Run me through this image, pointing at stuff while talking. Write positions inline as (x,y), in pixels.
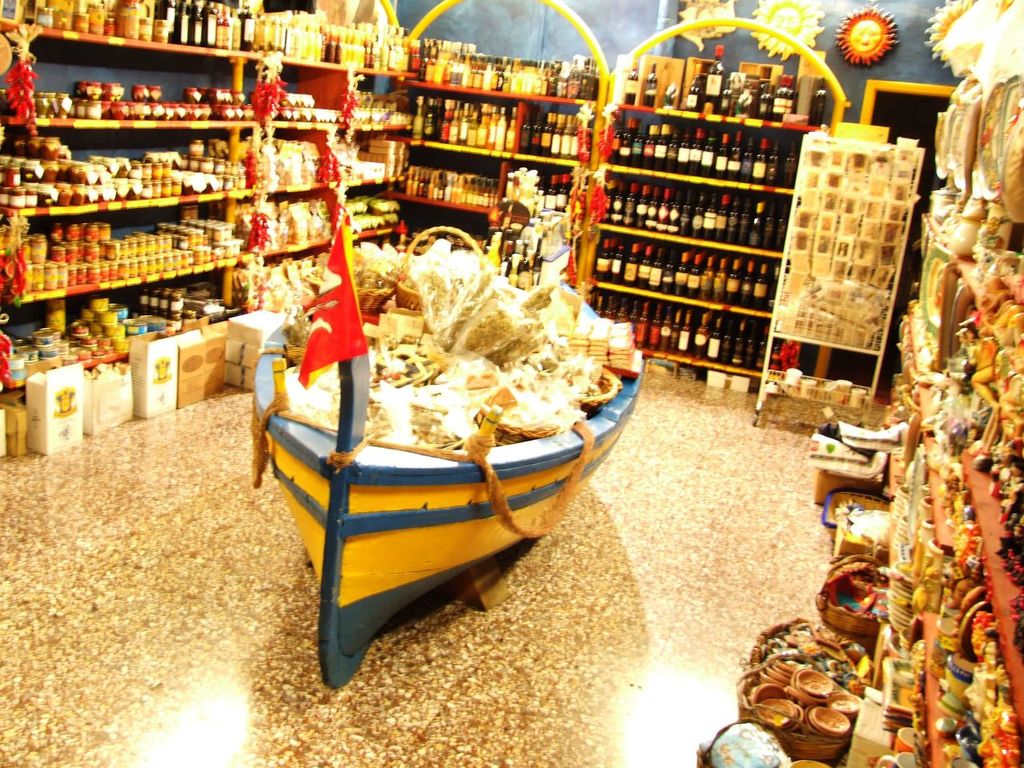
In the image I can see a room (55,310) in which there are some bottles (50,156) and some other things (270,227) are arranged and also there is a boat like thing (521,463) in which there are some things (602,365) placed.
